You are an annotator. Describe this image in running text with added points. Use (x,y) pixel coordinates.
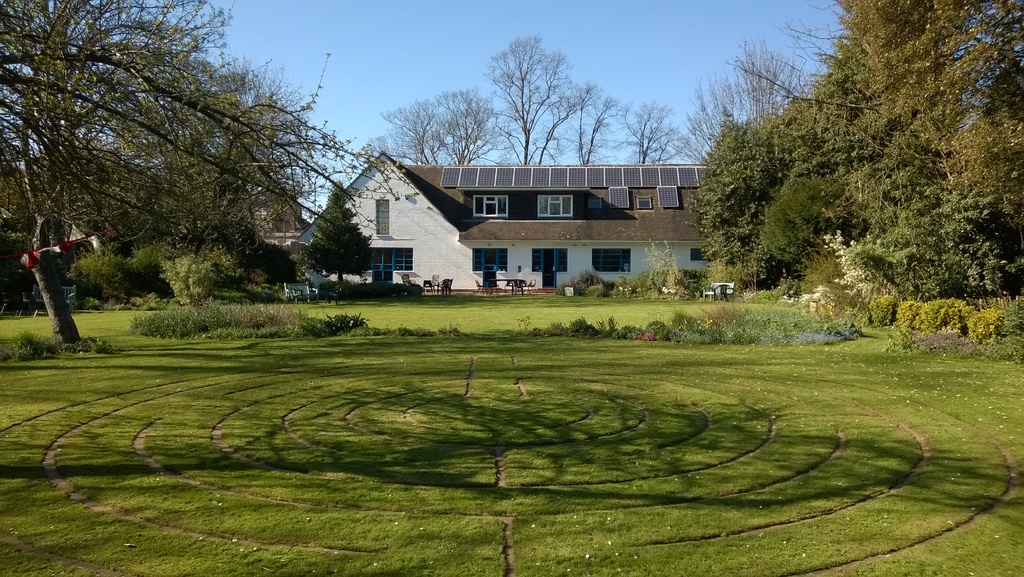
Here in this picture we can see the ground (545,383) is fully covered with grass (297,365) and we can see plants (534,334) and trees (221,231) covered all over there and in the middle (490,266) we can see a house (485,247) with number of windows (543,208) and solar panels (662,183) on it present over there and in front of that we can see tables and chairs (435,279) present and on the ground (426,295) we can see benches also present over there and we can see the sky (366,98) is clear over there.
